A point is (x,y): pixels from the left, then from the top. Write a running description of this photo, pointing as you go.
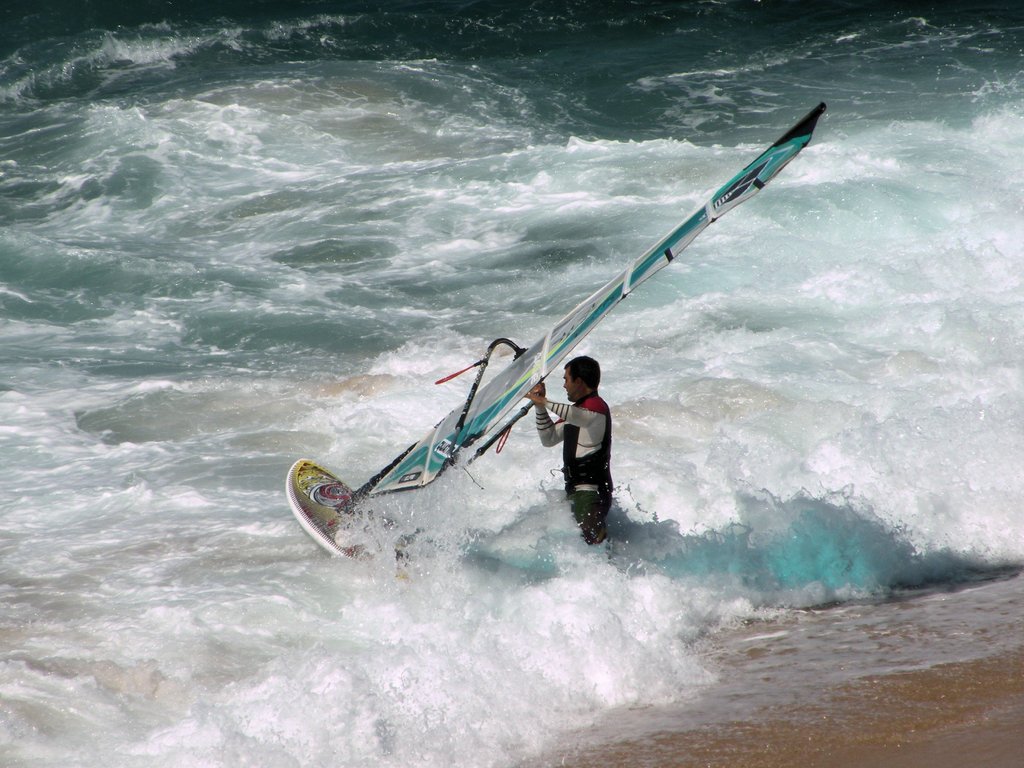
In the center of the image (581,461) there is a person (588,461) standing in water (426,592) with surfboard (442,429). In the background (779,487) there is a water (398,81) and sand (808,709).
